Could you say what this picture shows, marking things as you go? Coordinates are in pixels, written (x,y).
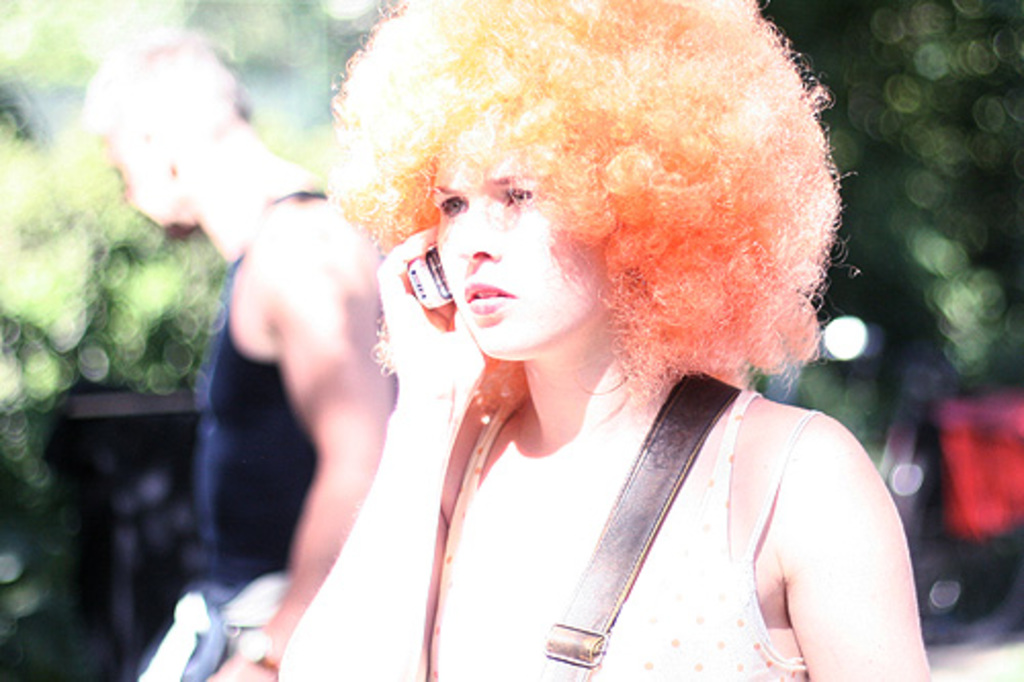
In this image, we can see persons (589,438) wearing clothes (254,539). In the background (914,144), image is blurred.
